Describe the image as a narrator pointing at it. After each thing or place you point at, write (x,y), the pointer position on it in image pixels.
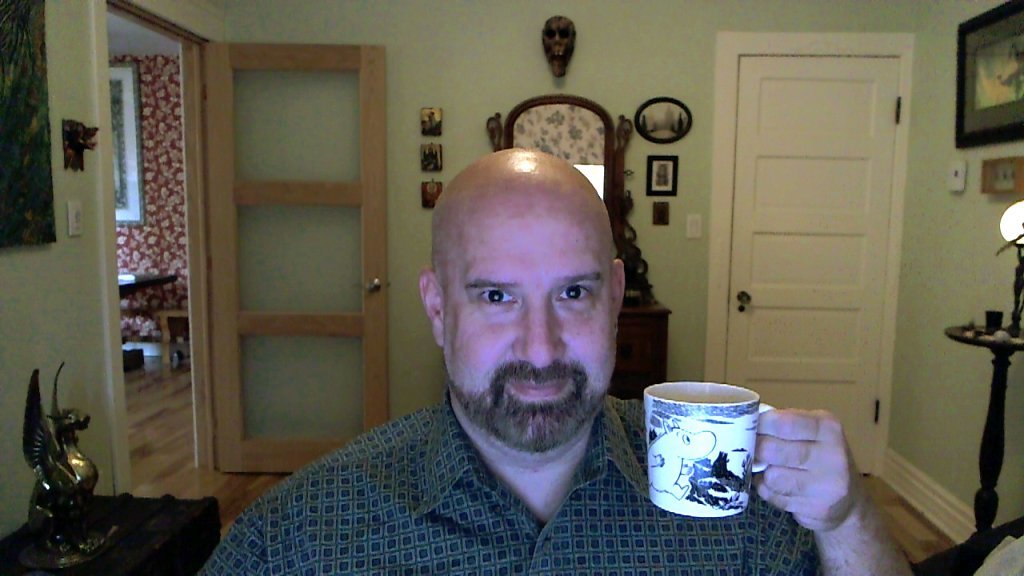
This is the picture inside of the room (954,67). There is a person (529,301) in the image, he is holding a cup (693,415) with his left hand (833,521). At the back (755,246) there are doors (794,70), mirror (541,122) and photo frames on the wall (678,37). At the left (96,541) there is a artifact (58,486) on the table (155,556). At the right (1023,288) there is a lamp (1020,232) on the table (1000,353).
